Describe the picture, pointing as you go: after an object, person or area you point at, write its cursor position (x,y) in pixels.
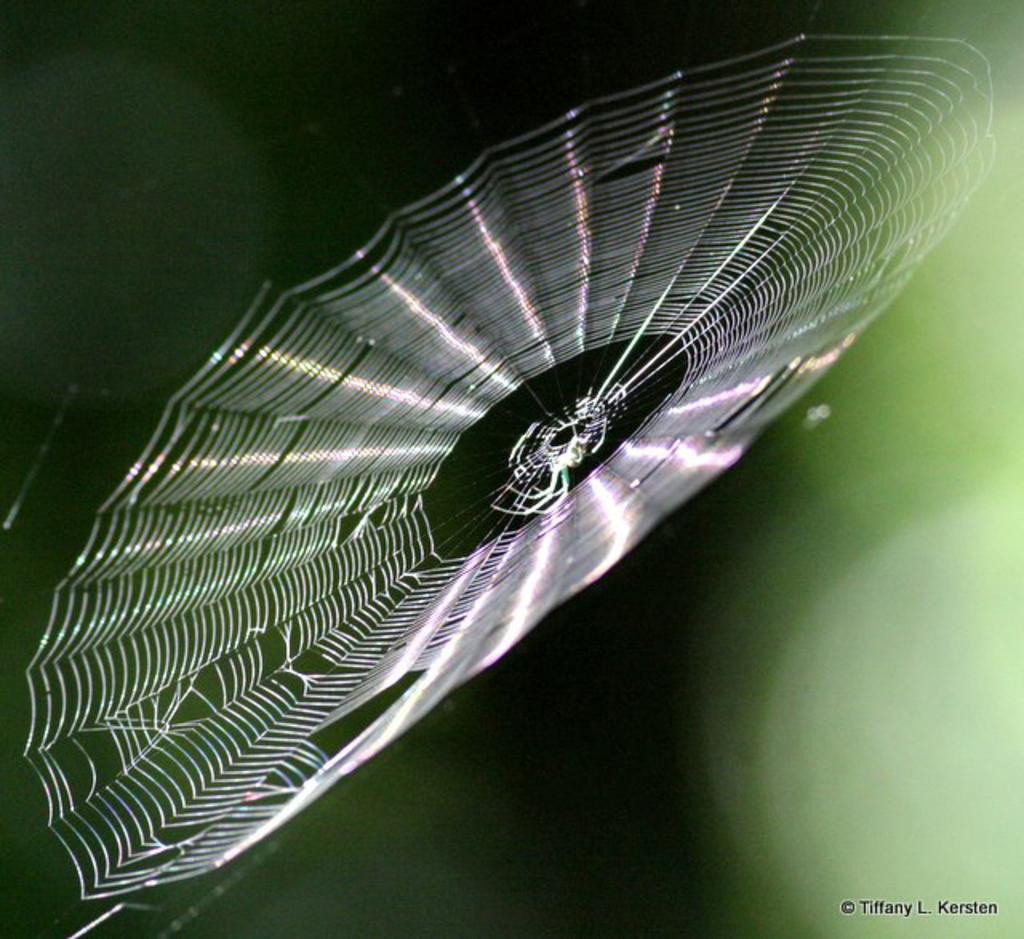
In this image I can see a spider net (410,626), spider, text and green color background (775,570).
